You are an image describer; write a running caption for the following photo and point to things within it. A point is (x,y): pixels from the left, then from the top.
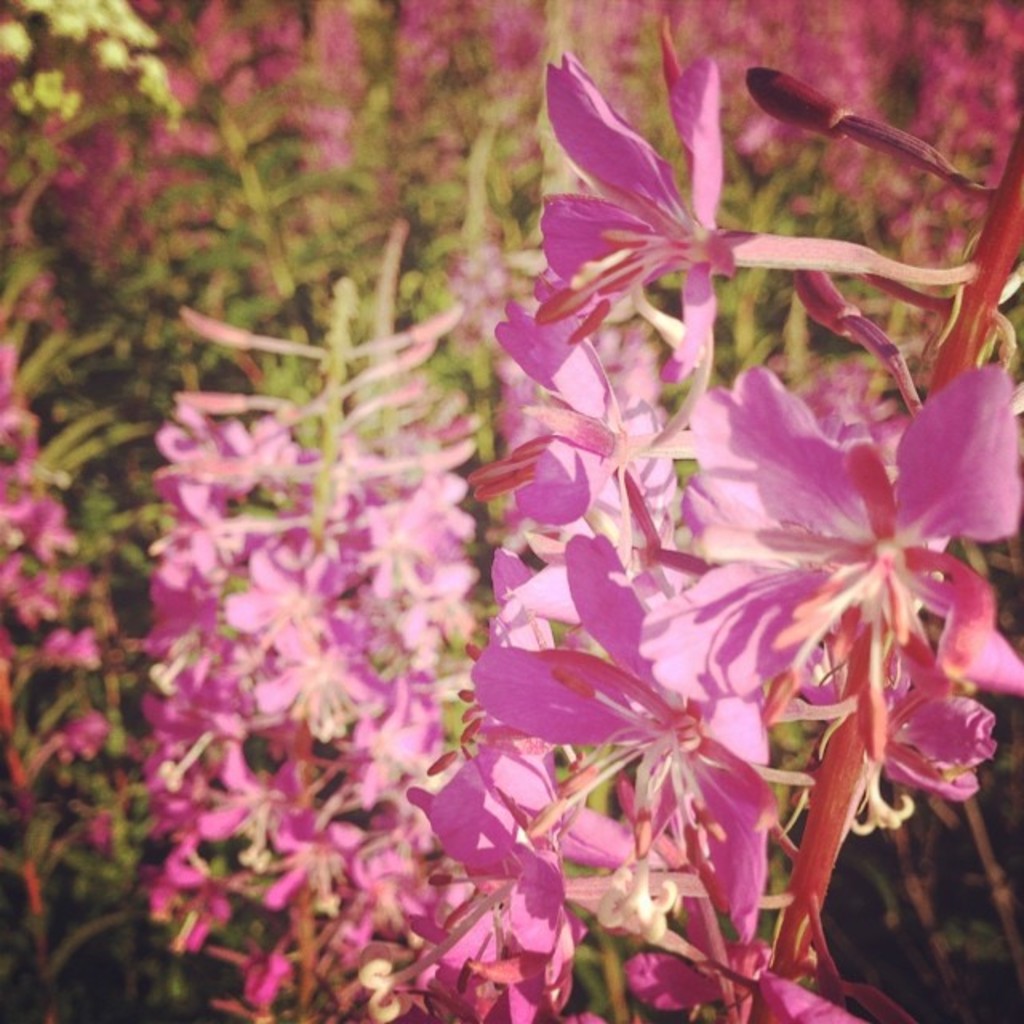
In the image there is a flower plant (668,539) with beautiful pink flowers (564,435) and the background of the plant (676,110) is blur.
